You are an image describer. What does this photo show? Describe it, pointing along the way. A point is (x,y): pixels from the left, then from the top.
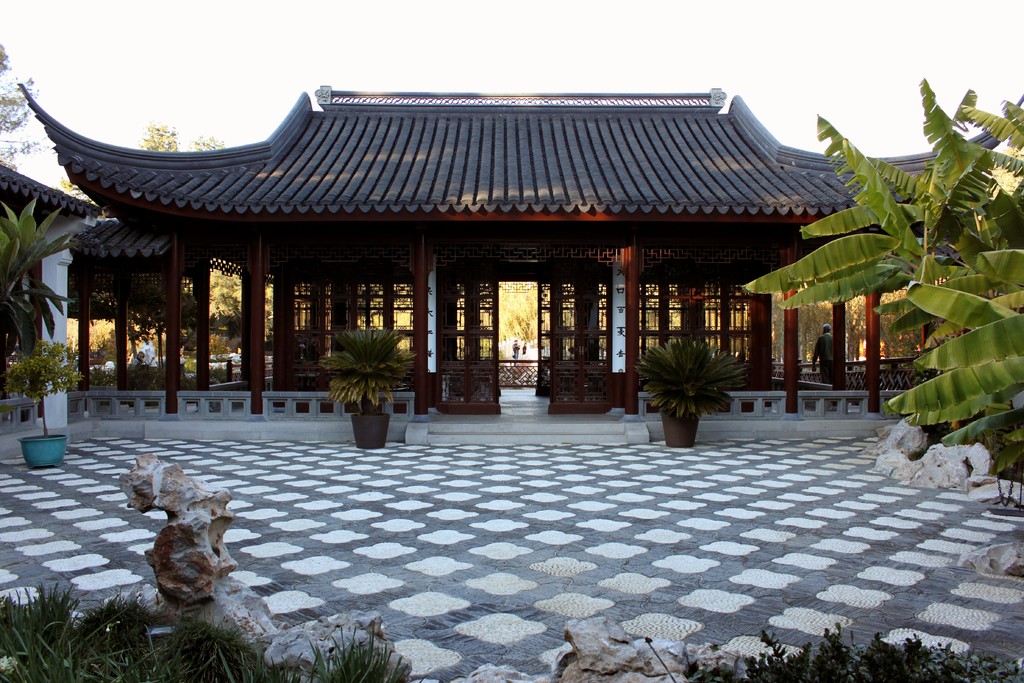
In the picture we can see a house (672,302) with pillars (283,291) and doors (497,376) to it and near to it, we can see a railing (395,411) and some plants (370,444) near it and we can see a path (73,546) with designing tiles (919,613) near the house (666,326) and beside the house (488,387) we can see some plants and grass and in the background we can see some trees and sky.
